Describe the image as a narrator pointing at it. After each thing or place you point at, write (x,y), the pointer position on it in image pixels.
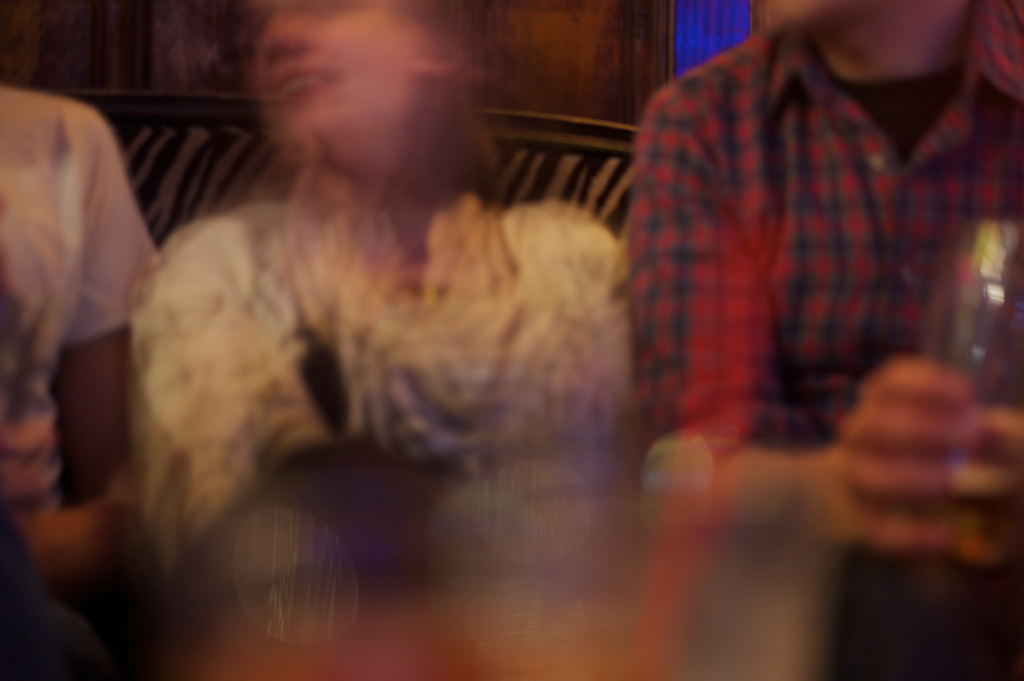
This is a slightly blur picture. I can see three persons (511,362) sitting on the couch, and in the background (661,35) there is a wall (548,96).
